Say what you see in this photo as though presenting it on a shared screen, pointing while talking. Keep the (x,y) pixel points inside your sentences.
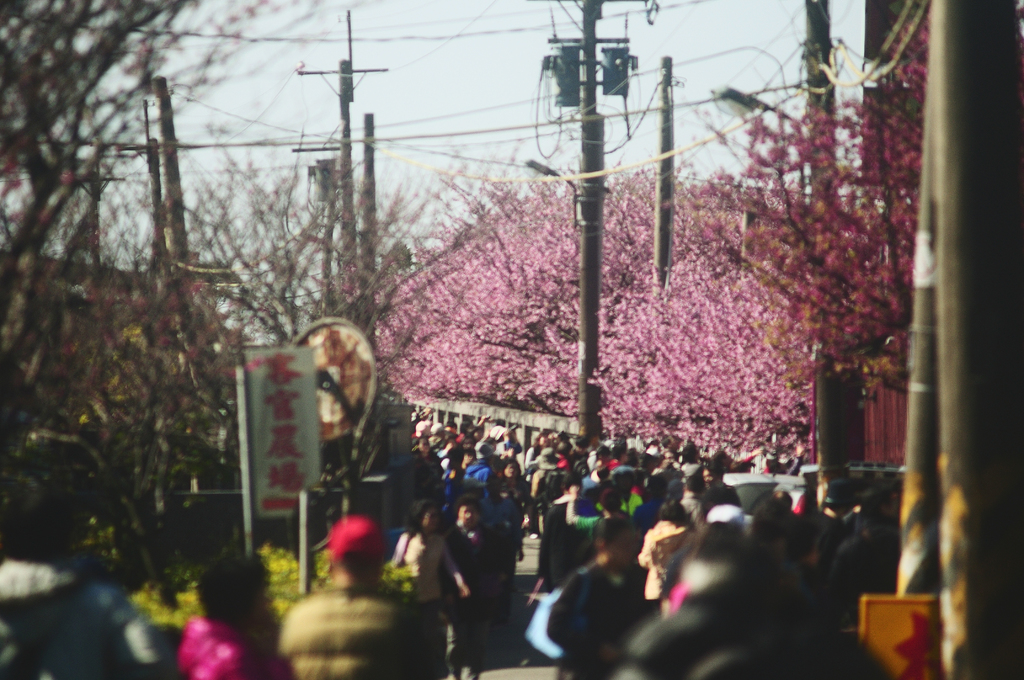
In this picture we can see a group of people (509,529) on the road (535,566), poles (326,283), trees (443,269), banner (255,395) and some objects (361,397) and in the background (502,86) we can see the sky (376,110).
